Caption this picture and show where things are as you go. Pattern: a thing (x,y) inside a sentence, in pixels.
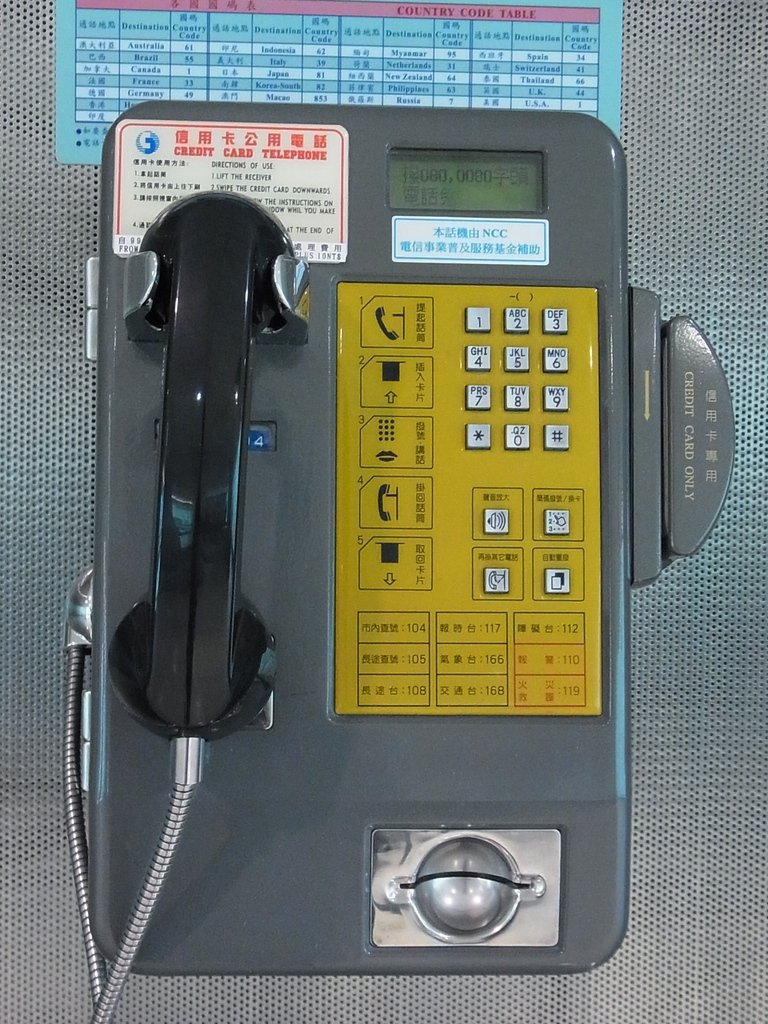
In this picture we can see a payphone (676,345) and a board (324,57) are attached to an object (762,859). To the payphone (488,481), there are buttons (508,358), stickers (271,186), display screen (487,161) and a handset (212,274).
